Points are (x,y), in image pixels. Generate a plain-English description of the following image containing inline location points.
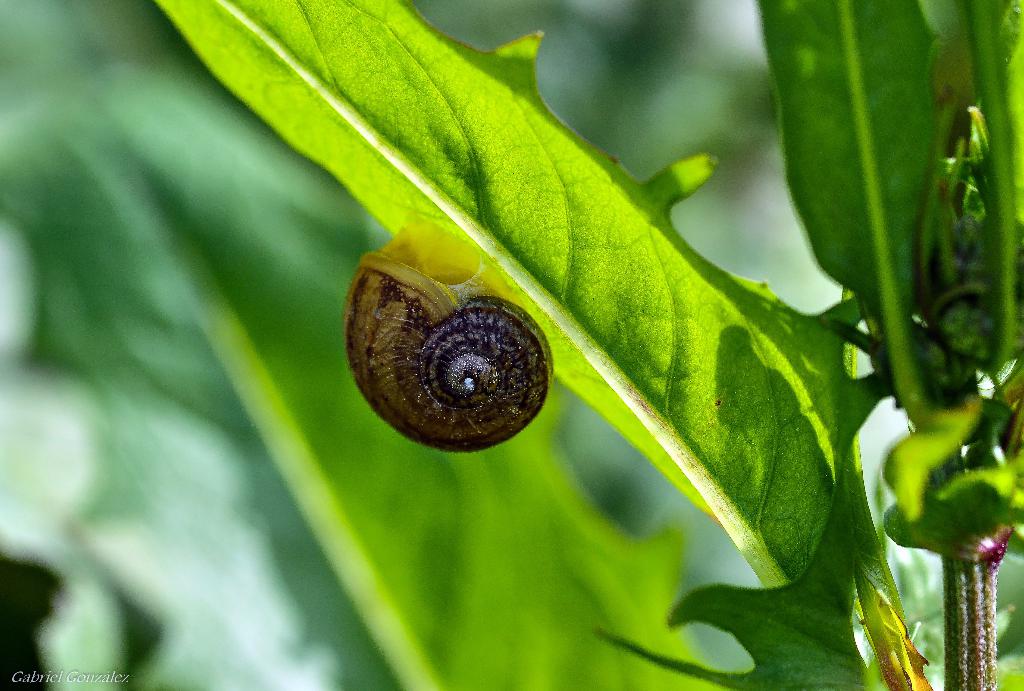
In this image there is a snail (450,289) on a leaf (720,349) in the background (288,549) it is blurred.
